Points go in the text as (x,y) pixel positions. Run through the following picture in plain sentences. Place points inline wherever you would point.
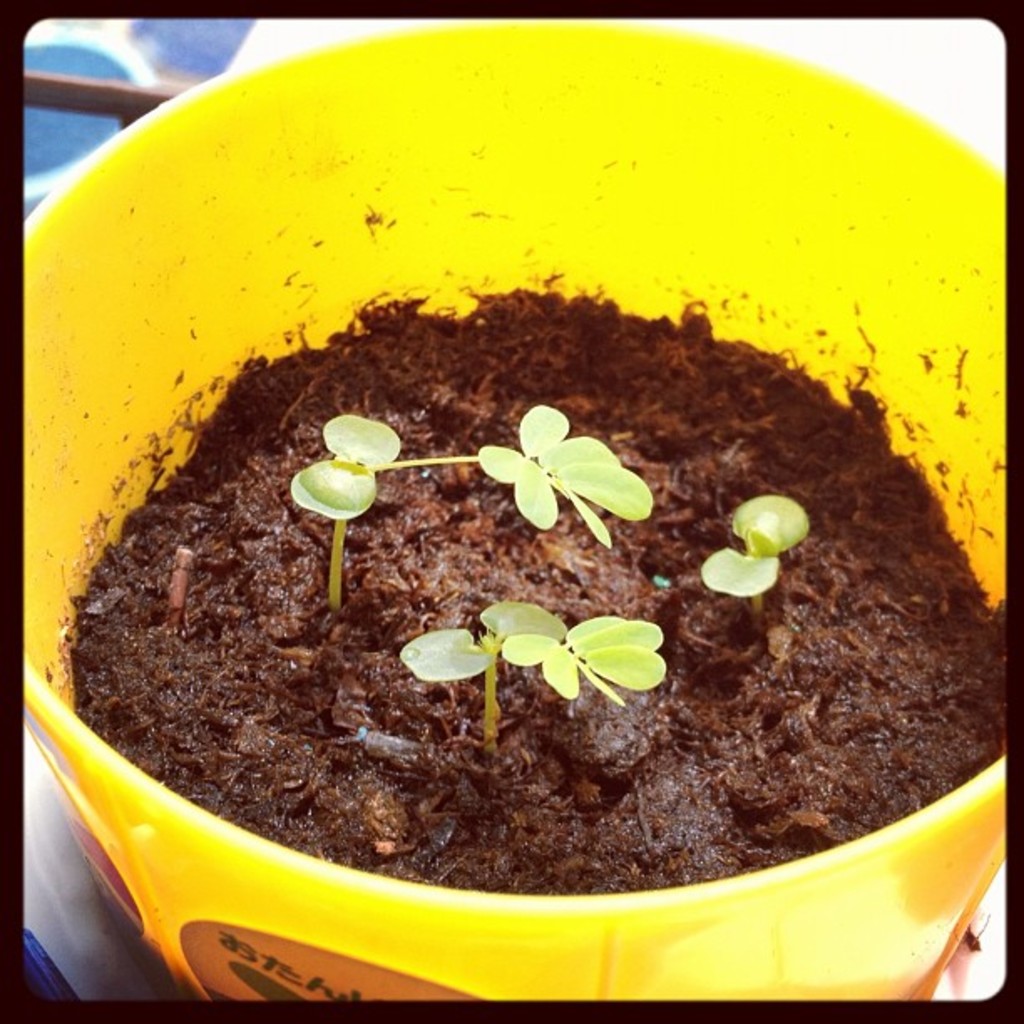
In this picture we can see some small plants (516,664) are kept in a bowl (991,466).
